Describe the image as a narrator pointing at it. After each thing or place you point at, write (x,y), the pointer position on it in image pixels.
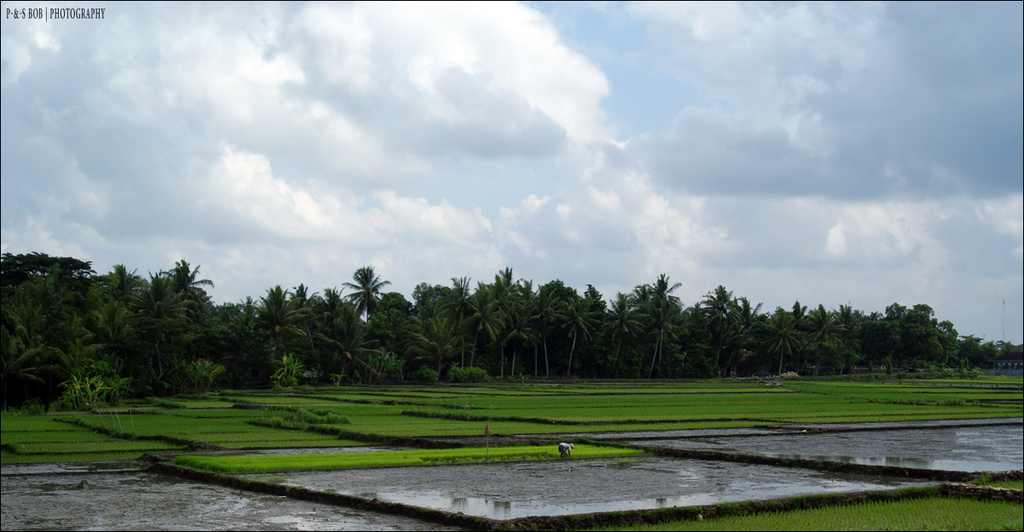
In this picture, we see the field crops (364,406). The person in the middle of the picture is working in the field (593,442). There are trees (512,344) in the background (455,348). At the bottom (602,496), we see water (517,499). At the top (526,63), we see the sky (453,121) and the clouds (584,125). This picture is clicked in the field (706,402).
